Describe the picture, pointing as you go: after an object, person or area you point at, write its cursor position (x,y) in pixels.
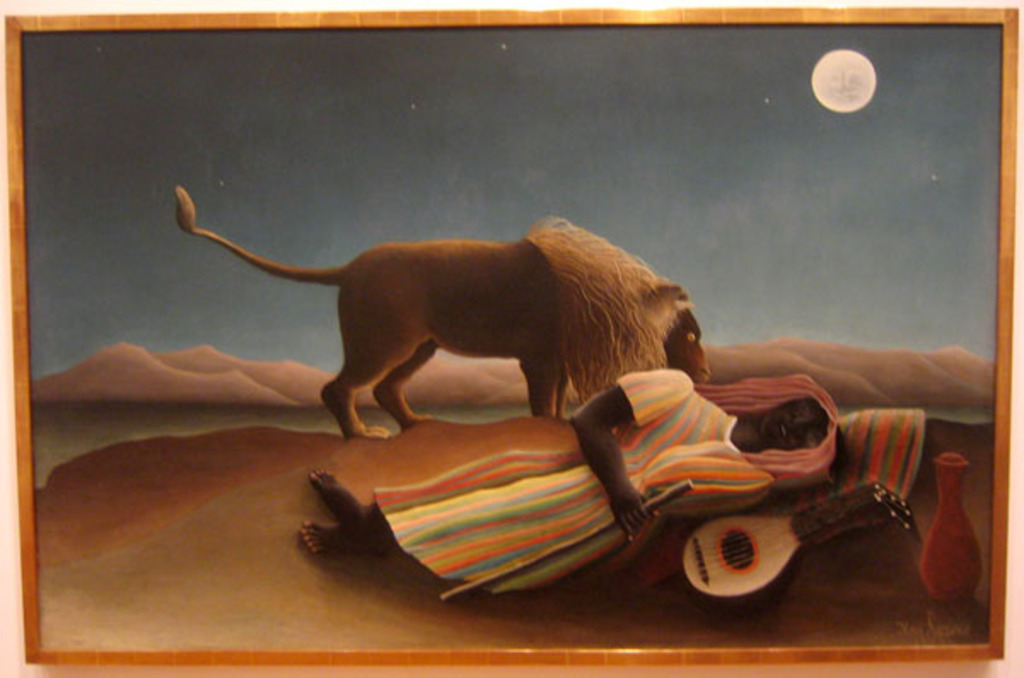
I see this image is animated and I see a woman (777,438) over here who is holding a stick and I see a musical instrument (715,526) over here and I see a pot (941,583), a lion (351,314) and I see the ground (186,612). In the background (278,358) I see the sky (714,203) and the moon (864,77) and I see the brown color frame (502,663).
